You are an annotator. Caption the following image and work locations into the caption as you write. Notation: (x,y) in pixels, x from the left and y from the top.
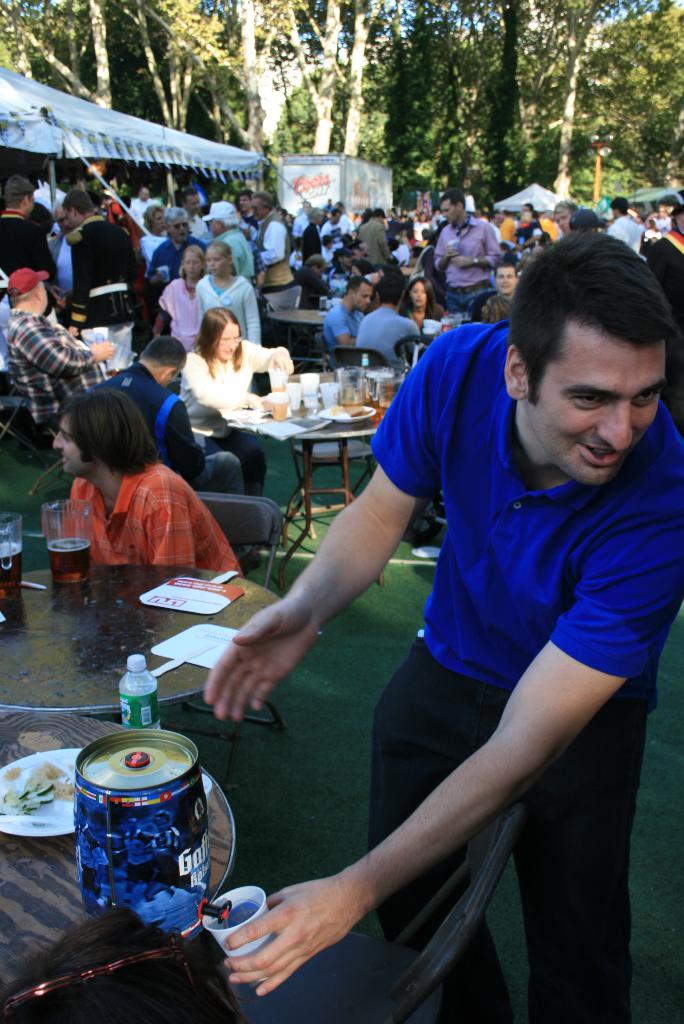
In this picture A man (420,649) is standing and smiling on the right (522,723) and the table (32,673) in front of him and in the background of crowd of people (413,260) and also trees (268,19).
